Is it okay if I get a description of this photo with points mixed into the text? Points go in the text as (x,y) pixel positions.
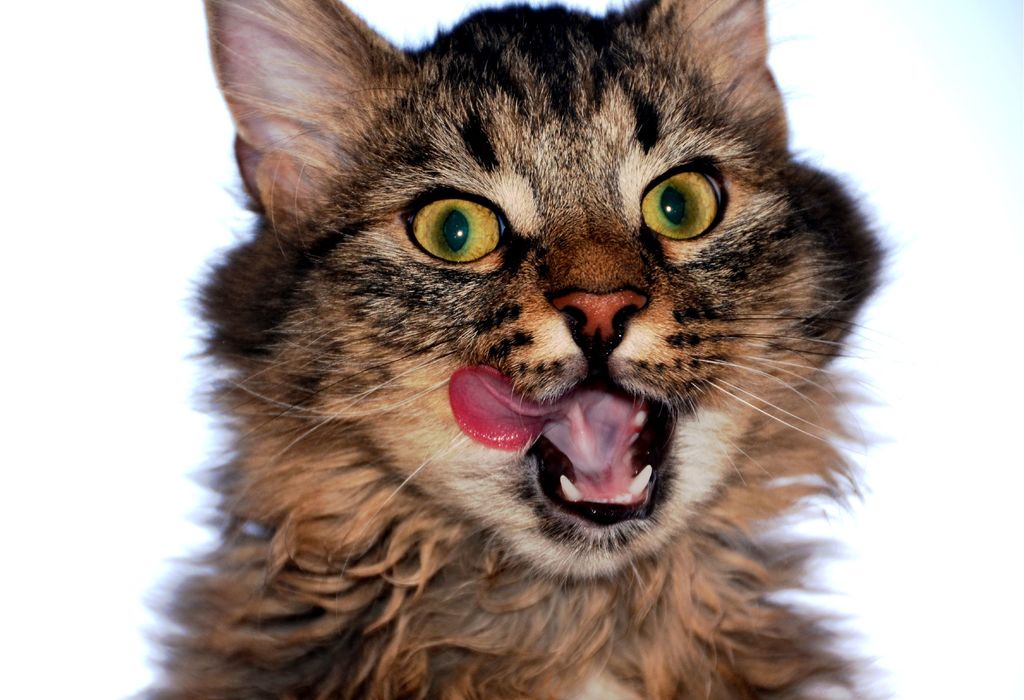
In this image I can see the cat (373,597) and the cat (611,598) is in black and brown color and I can see the white color background (49,432).
